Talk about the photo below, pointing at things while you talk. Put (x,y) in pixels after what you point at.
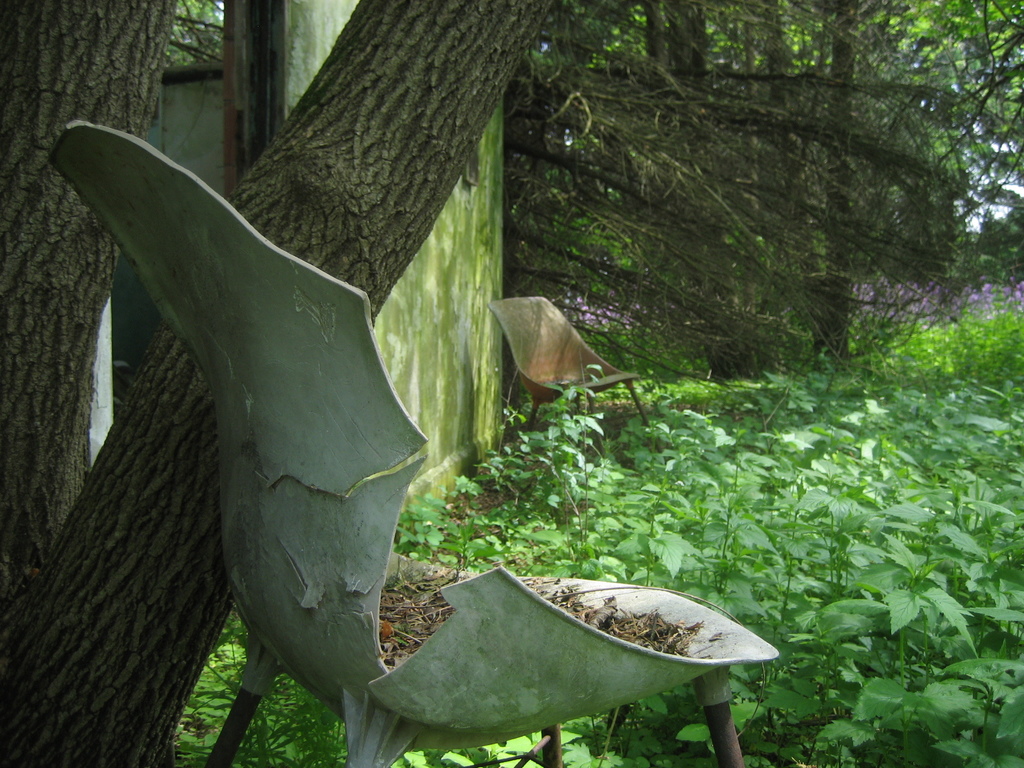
Here in this picture we can see plants (692,469) and trees (434,64) present on the ground (685,413) and we can also see some old chairs (533,385) also present.
